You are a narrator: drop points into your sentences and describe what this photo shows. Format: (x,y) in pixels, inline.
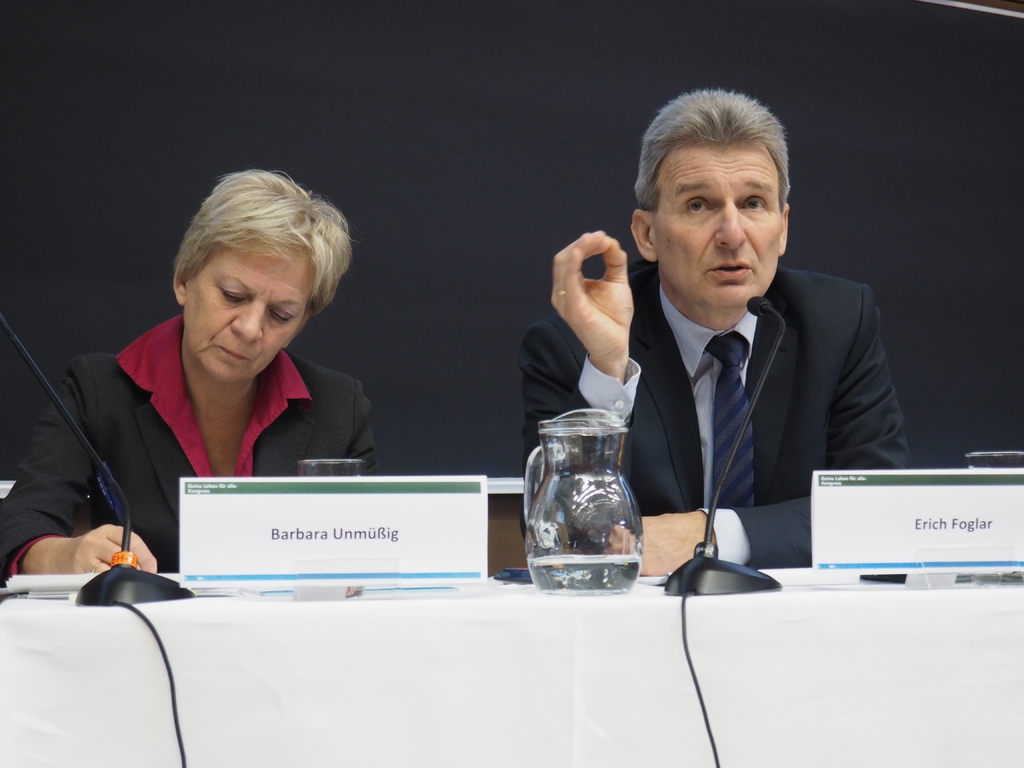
In this image we can see there are two people (701,285) sitting on chairs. And there is one person (158,412) holding a pen (123,506). In front of them there is a table (1010,644) with a cloth (817,621), on the table (398,609) there are boards (389,523), mic (121,491), jar (581,524) and glass (983,459). And there is a dark background (936,116).
